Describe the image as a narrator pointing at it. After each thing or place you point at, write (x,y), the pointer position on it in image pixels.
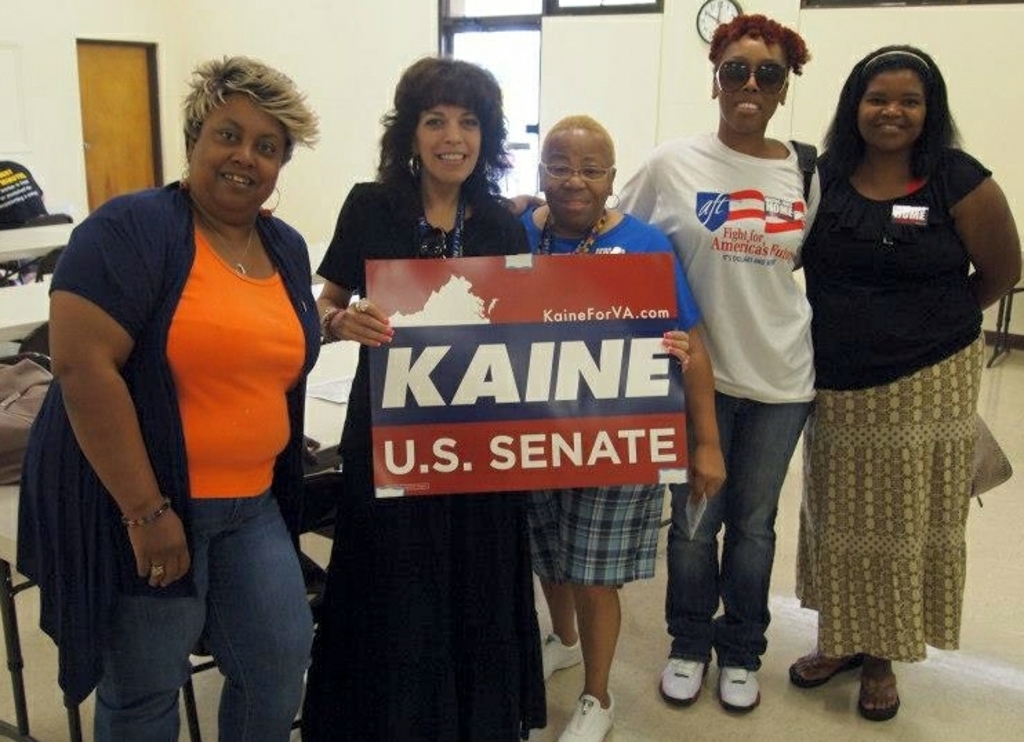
In this image we can see group of people (478,162) of various age factors are seen holding board (681,398) on which some text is there. And behind we can see one clock (702,8) and on left side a door (96,58) is seen.
